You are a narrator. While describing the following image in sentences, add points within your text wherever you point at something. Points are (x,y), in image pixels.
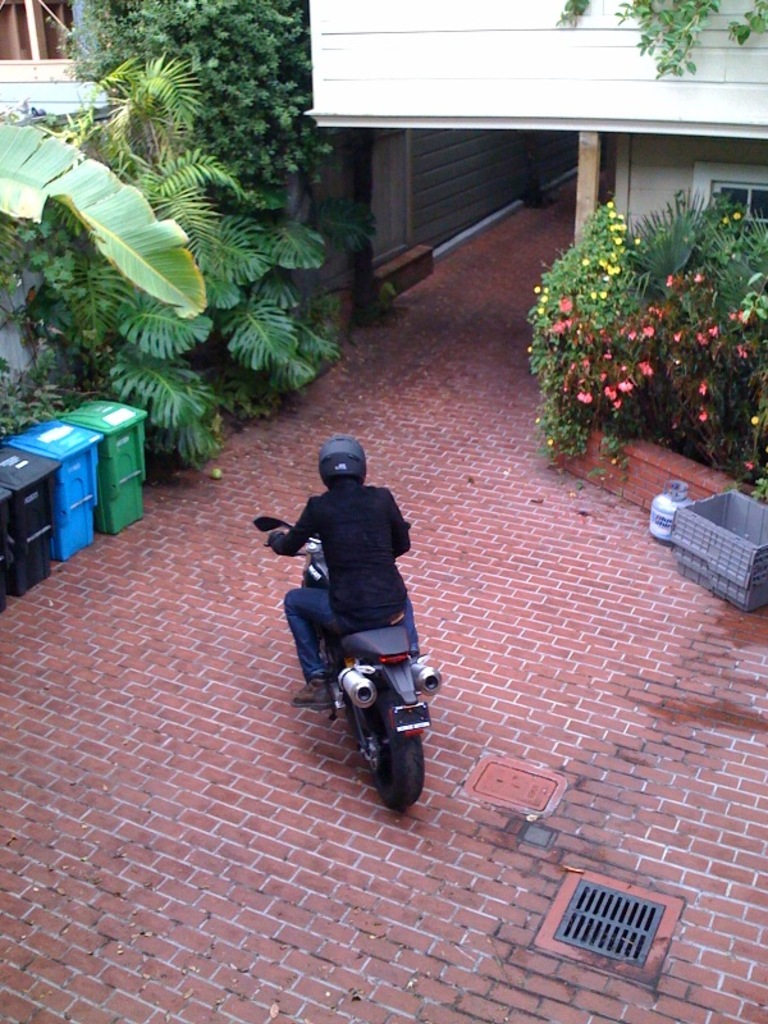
This image consists of a man (345,538) riding a bike (387,782). He is wearing a helmet (351,454). On the left (24,208) and right, there are plants (755,377). On the left (70,513), there are dustbins (96,489). On the right (610,117), we can see a building (610,117). At the bottom (263,910), there is a floor (256,871).
